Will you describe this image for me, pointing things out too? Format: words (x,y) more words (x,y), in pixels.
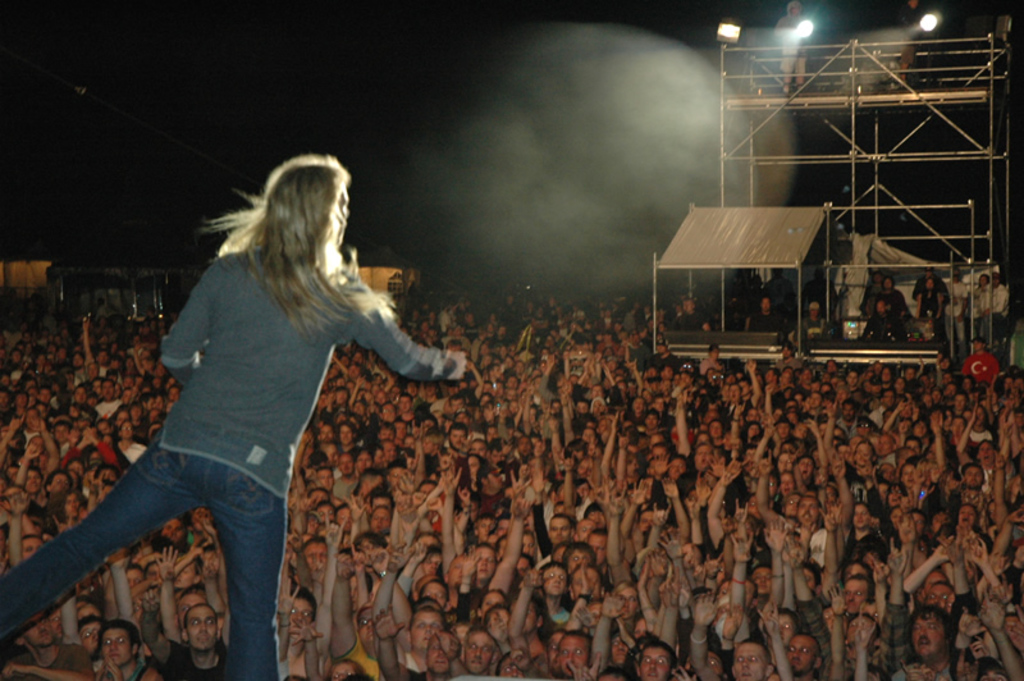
In this image we can see a woman (262,541) wearing grey shirt (237,414) and blue jeans (200,463) is standing in front of a crowd (588,636). In the background (933,301) we can see group of people (922,307) standing under a shed (745,245), group of poles (861,74), lights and sky (407,109).
